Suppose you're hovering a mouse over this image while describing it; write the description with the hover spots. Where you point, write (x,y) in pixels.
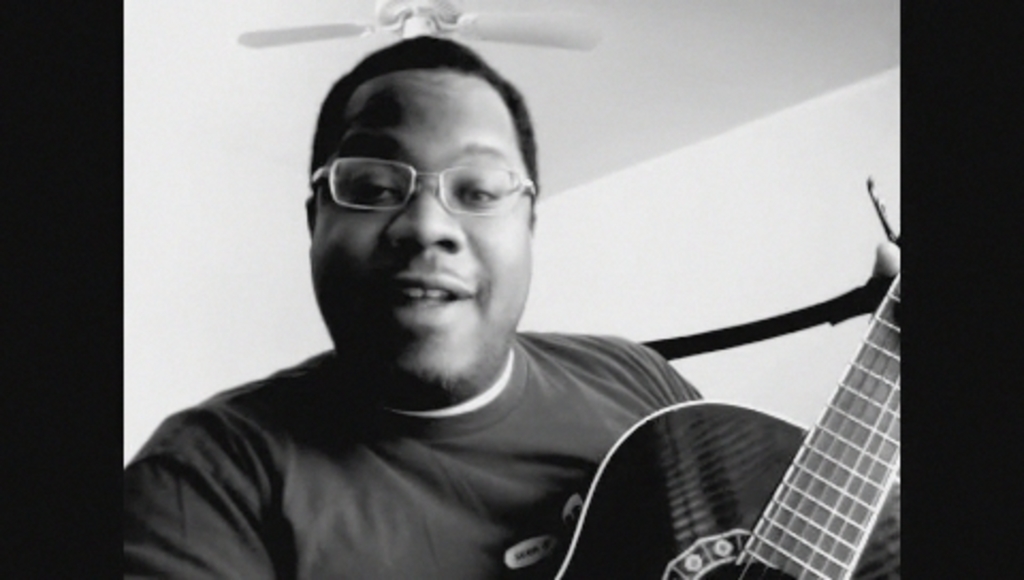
Here we can see a guy (503,222) with a guitar (745,508) wearing spectacles (466,180) and above him we can see a fan (409,25).
